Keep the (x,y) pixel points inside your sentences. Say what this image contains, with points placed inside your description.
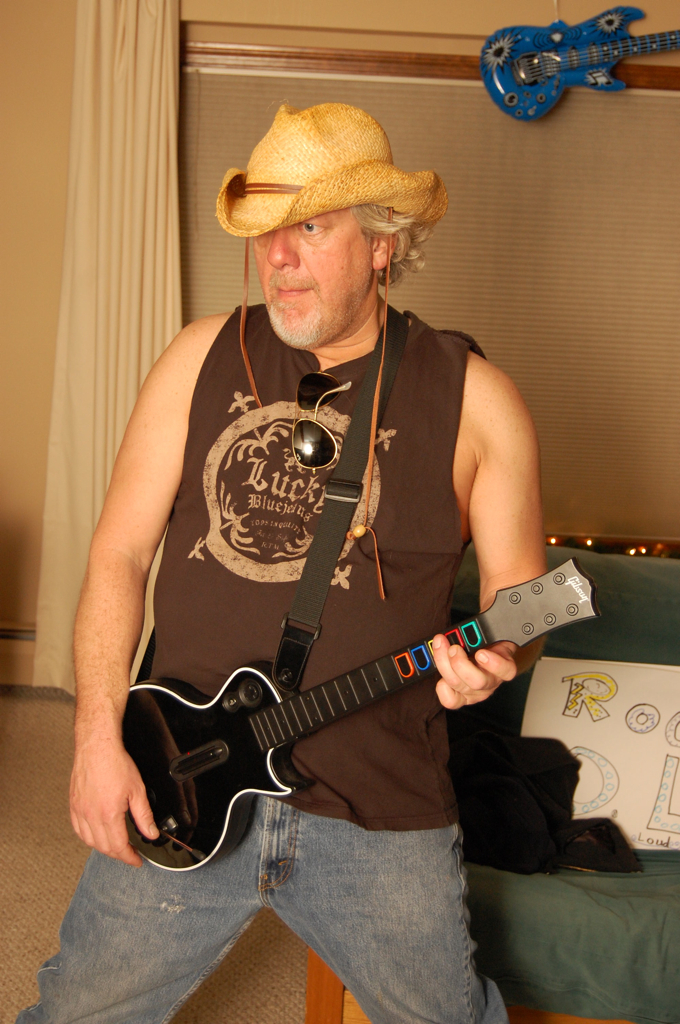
In this picture the man (307,511) is holding a guitar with his left hand (508,667) and he is wearing a cap (336,112).
